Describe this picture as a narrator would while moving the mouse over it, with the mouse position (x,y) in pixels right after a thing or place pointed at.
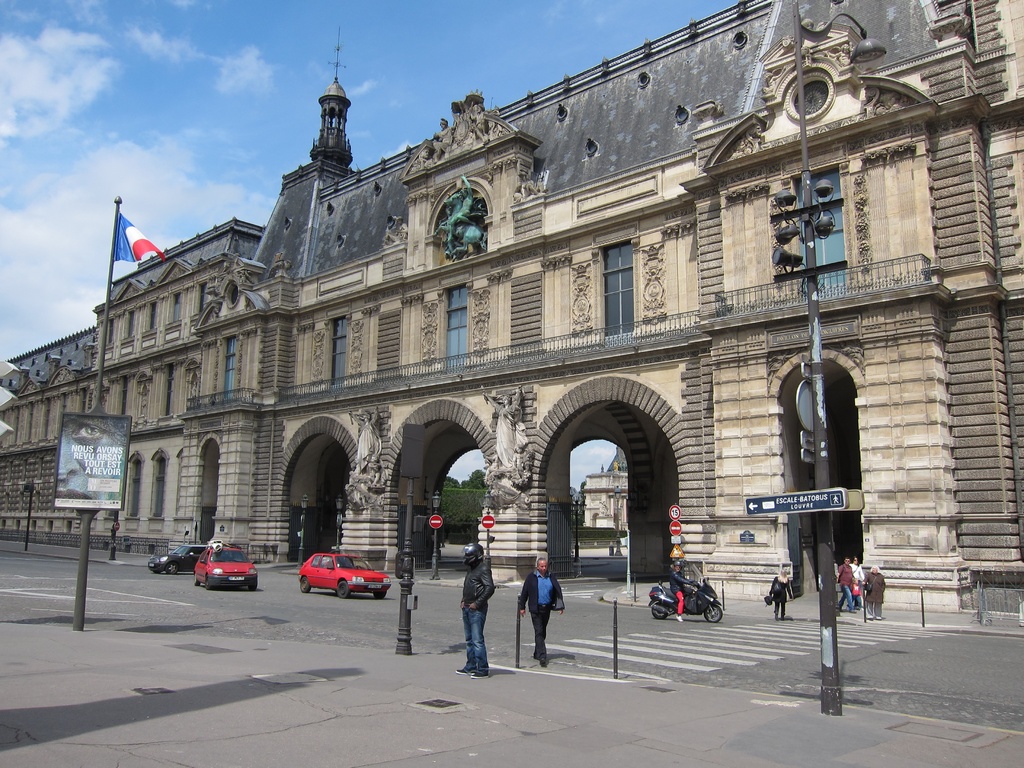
In this image we can see some vehicles (206,585) parked on the ground (590,627). One person (679,597) is sitting on a motorcycle (666,618), we can also see some people (474,668) standing on the ground (458,666). One person (486,675) is wearing a helmet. In the foreground of the image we can see a flag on a pole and some lights (490,504). In the center of the image (539,510) we can see a building (617,389) with statues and some windows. In the background (481,494), we can see some trees (471,509) and the sky (236,110).
